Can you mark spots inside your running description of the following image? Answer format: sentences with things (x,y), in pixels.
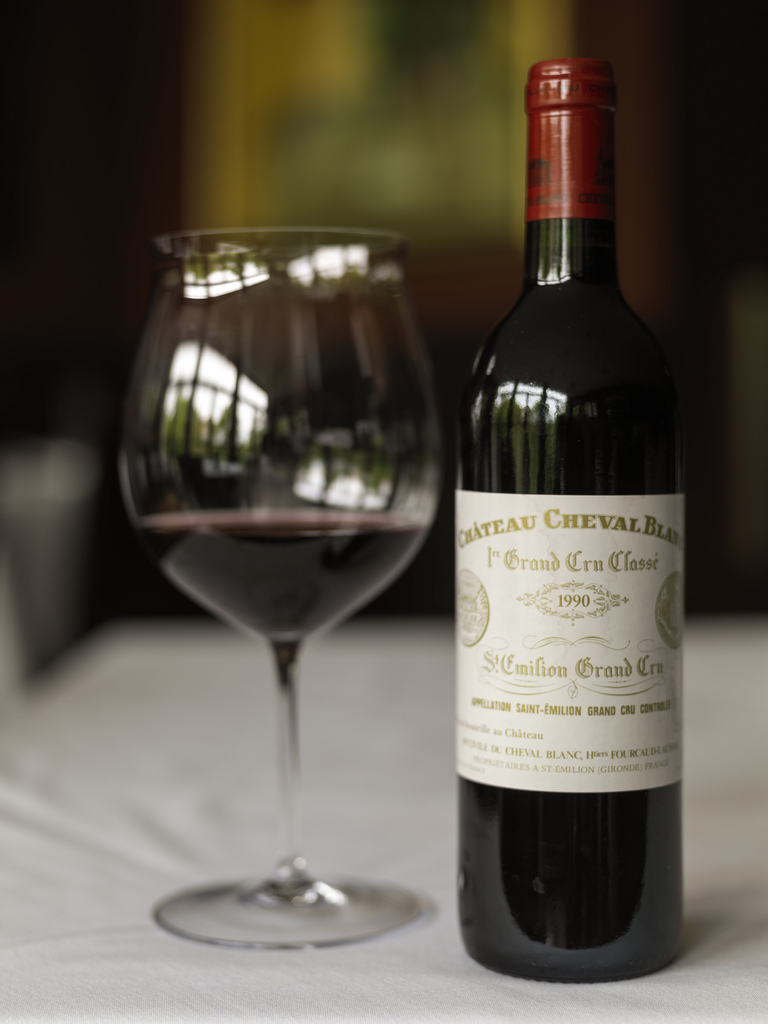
In this picture, we can see a table (155,1014). On that table (391,985), we can also see a white color cloth (128,796), wine glass (239,403) and wine bottle (532,558). In the background (65,27), we can also black color and yellow color.
